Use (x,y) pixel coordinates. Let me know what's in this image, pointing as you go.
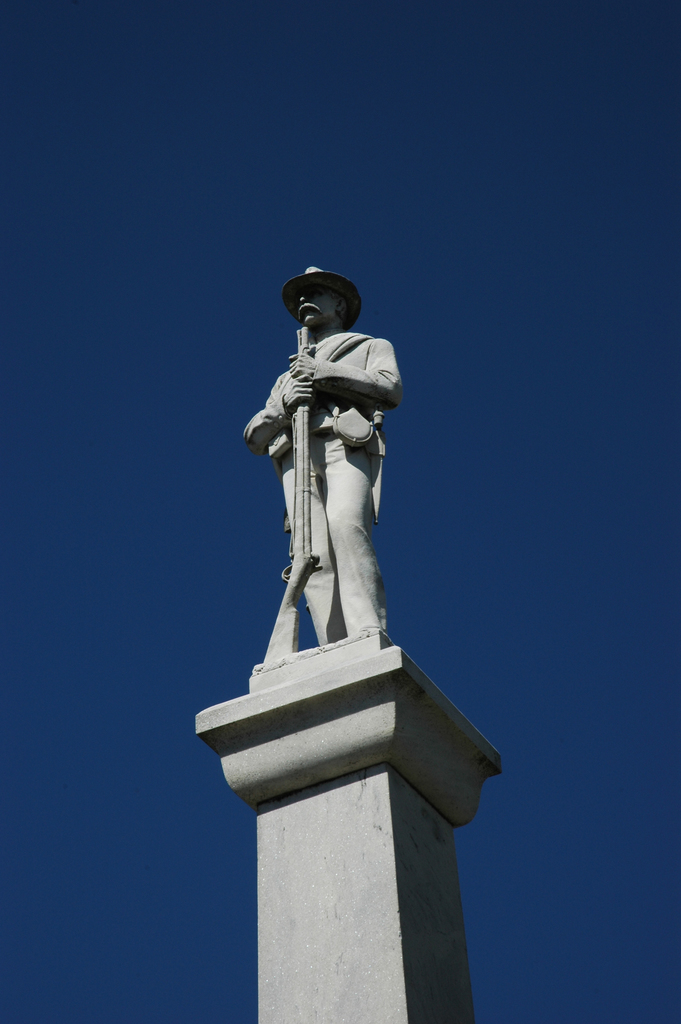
In this picture we can see a statue (318,555) of a person (326,587) on a platform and we can see sky (274,524) in the background (523,660).
